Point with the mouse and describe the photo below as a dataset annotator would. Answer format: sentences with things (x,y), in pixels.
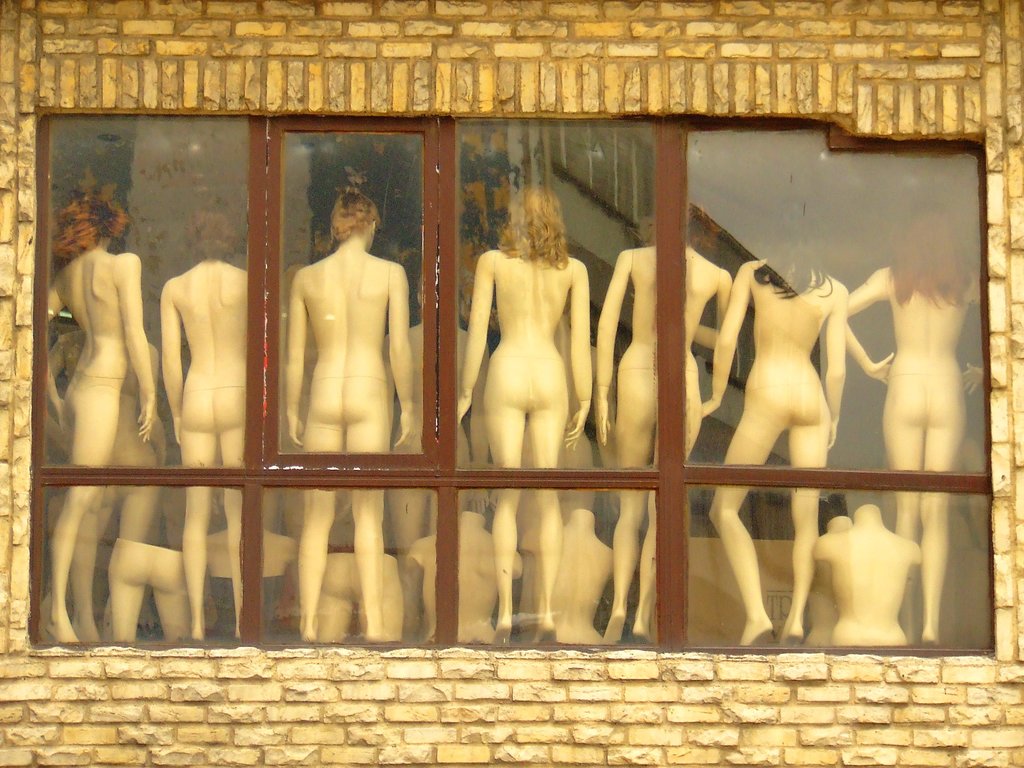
In this picture we can see the wall (782,49). Through the glass (966,360) we can see mannequins (127,617).
